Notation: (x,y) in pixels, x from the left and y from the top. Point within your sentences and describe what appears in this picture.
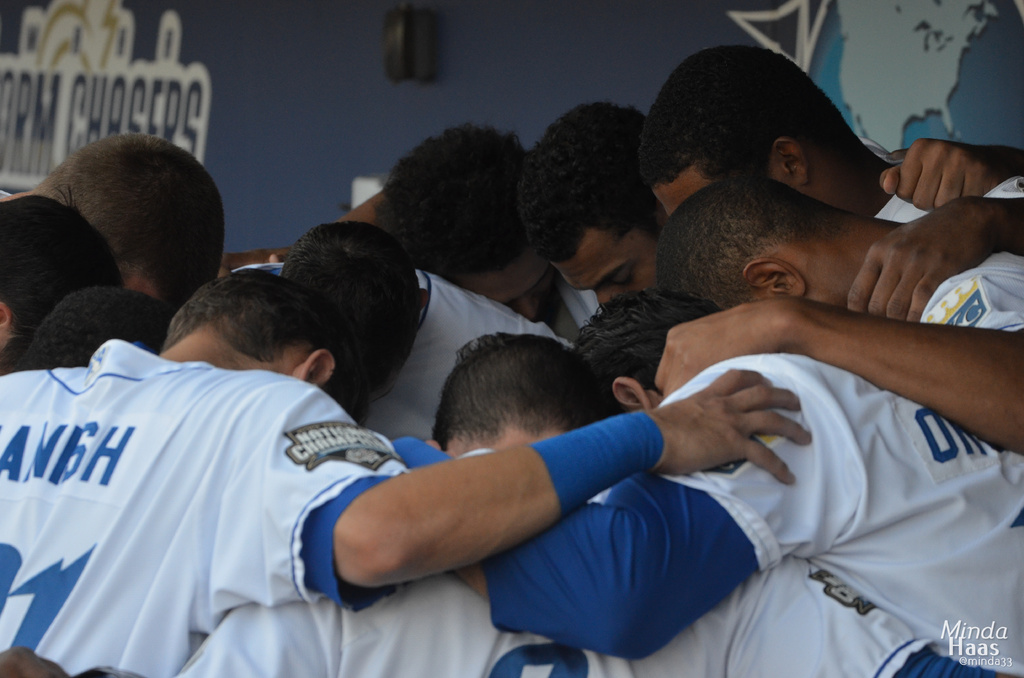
In the foreground of the picture (463,215) we can see a group of people (343,319). In the background (634,56) it is wall (403,99), on the wall (239,74) we can see posters (880,44) sticked.
